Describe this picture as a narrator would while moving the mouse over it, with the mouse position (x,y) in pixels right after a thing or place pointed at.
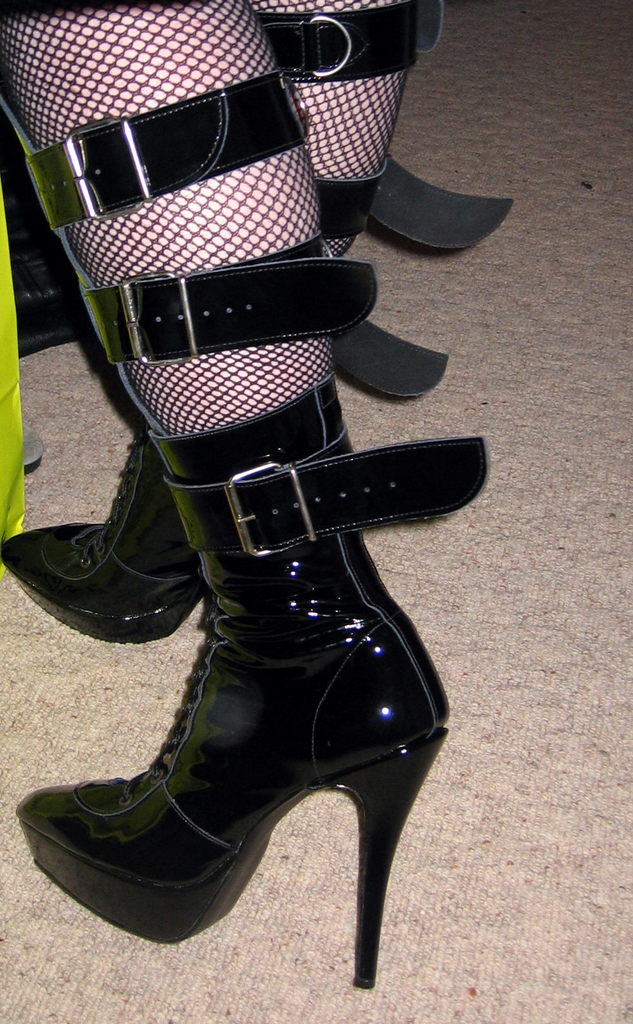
In this picture, we see the legs (294,177) of the woman (340,284) who is wearing boots (176,618). These boots (211,685) are in black color.
